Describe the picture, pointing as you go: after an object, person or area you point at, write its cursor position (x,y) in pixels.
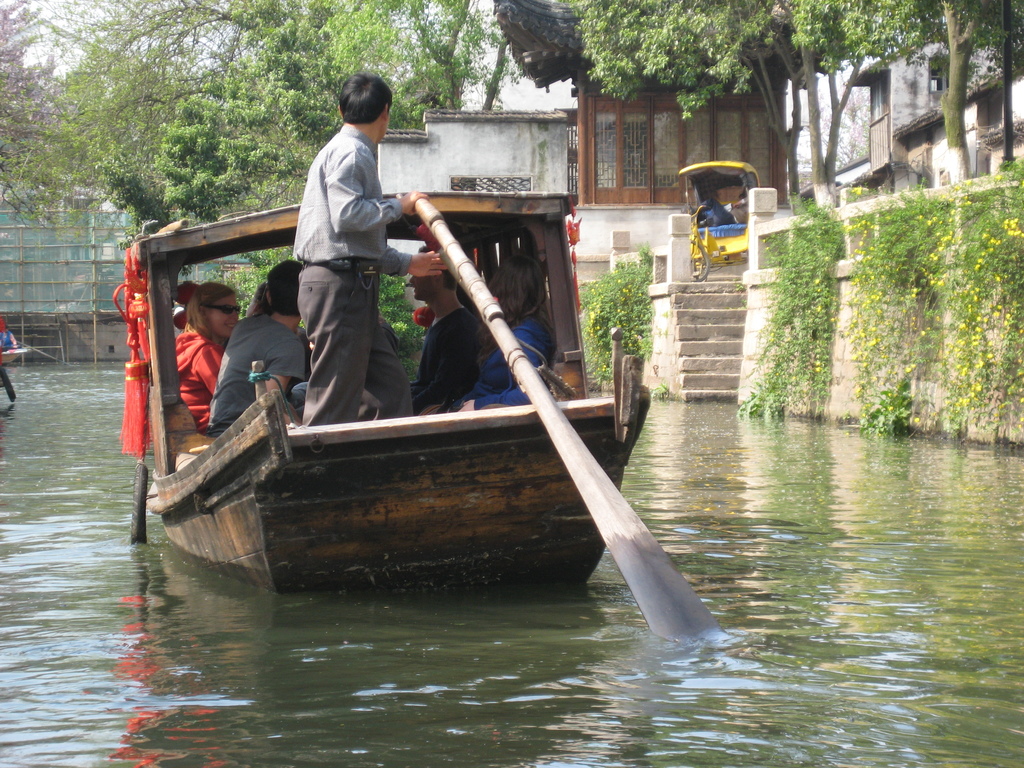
In the center of the image (360,358) we can see a group of persons (286,354) in boat (274,378) sailing on the river (424,637). On the right side of the image (778,359) we can see stairs (716,319), wall (835,334), trees (790,132) and a vehicle (734,224). In the background (426,14) there are trees (107,187), fencing (85,223), building (913,87) and sky (529,101).
